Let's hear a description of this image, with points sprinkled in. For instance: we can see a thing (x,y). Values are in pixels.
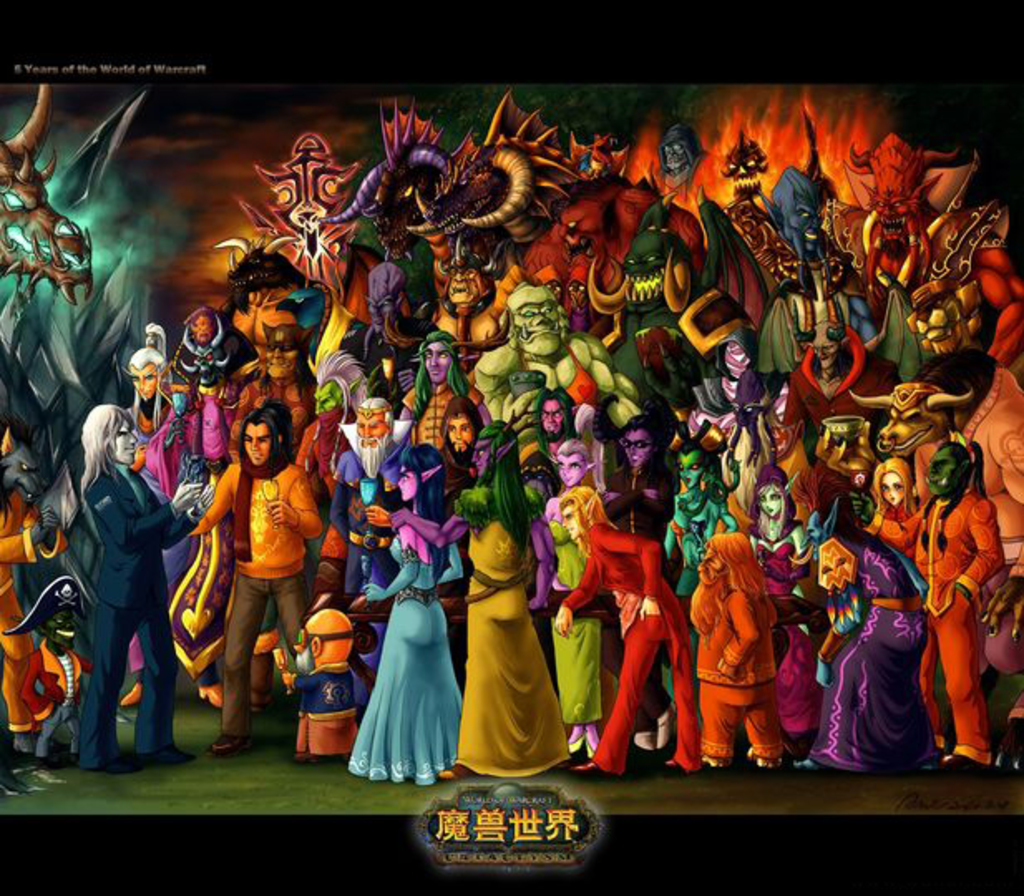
This might be a poster, in this image there are some people (513,613) who are wearing some costumes (777,577) and at the bottom of the image (510,819) there is some text (495,818).
